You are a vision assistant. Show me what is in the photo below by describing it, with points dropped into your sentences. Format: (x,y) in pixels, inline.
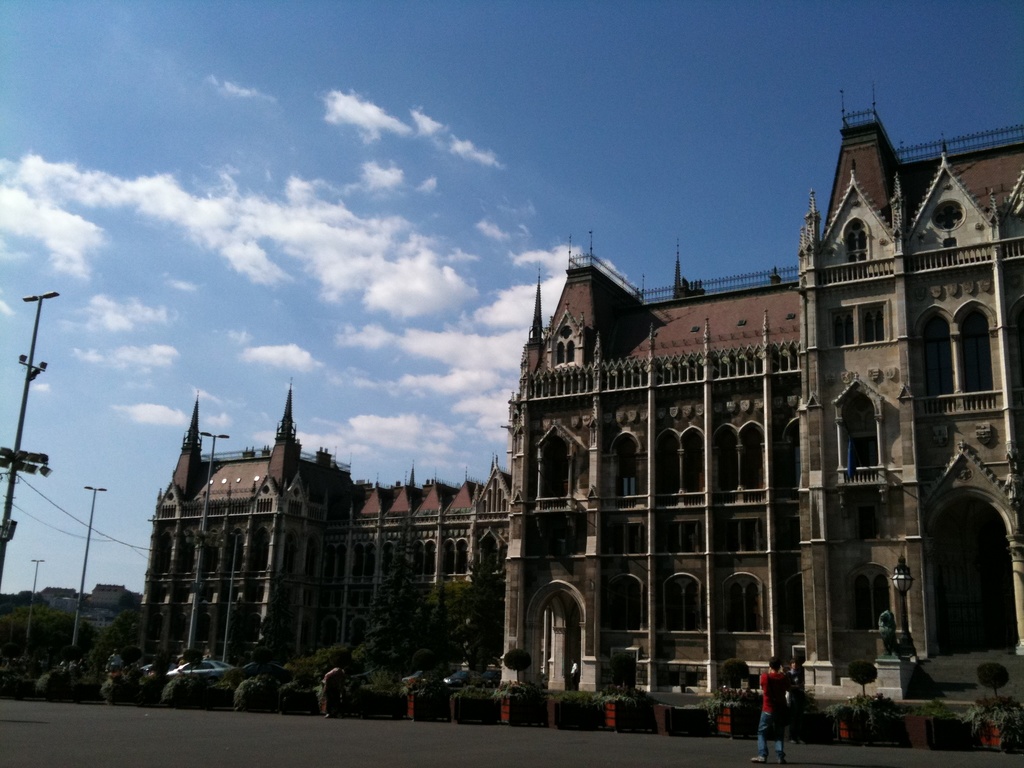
In this image at the bottom (863,687) we can see few persons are standing on the road (405,729) and plants (520,661) in the pots (142,689). In the background (636,566) we can see buildings (344,532), windows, poles (0,564), wires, light poles (7,464) and clouds (566,258) in the sky (719,188).
